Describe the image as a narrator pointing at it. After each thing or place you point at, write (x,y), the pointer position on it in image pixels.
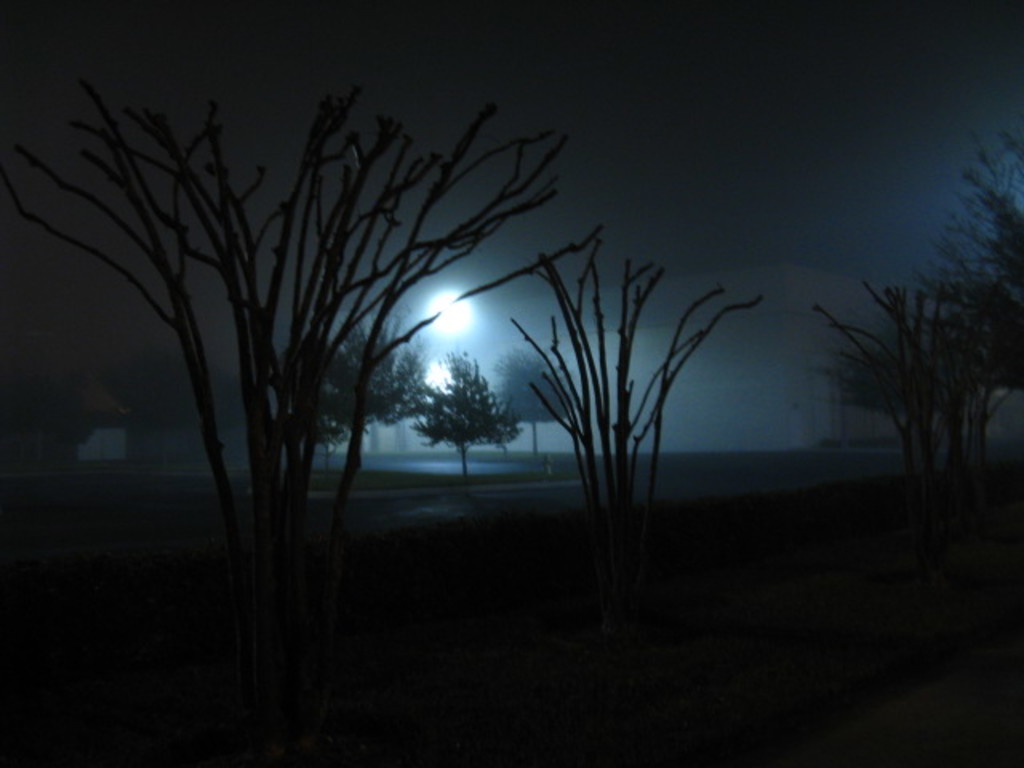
In this image I can see the dark picture in which I can see few trees (312,417), a building (713,390), a light (429,383) and the sky (504,107).
